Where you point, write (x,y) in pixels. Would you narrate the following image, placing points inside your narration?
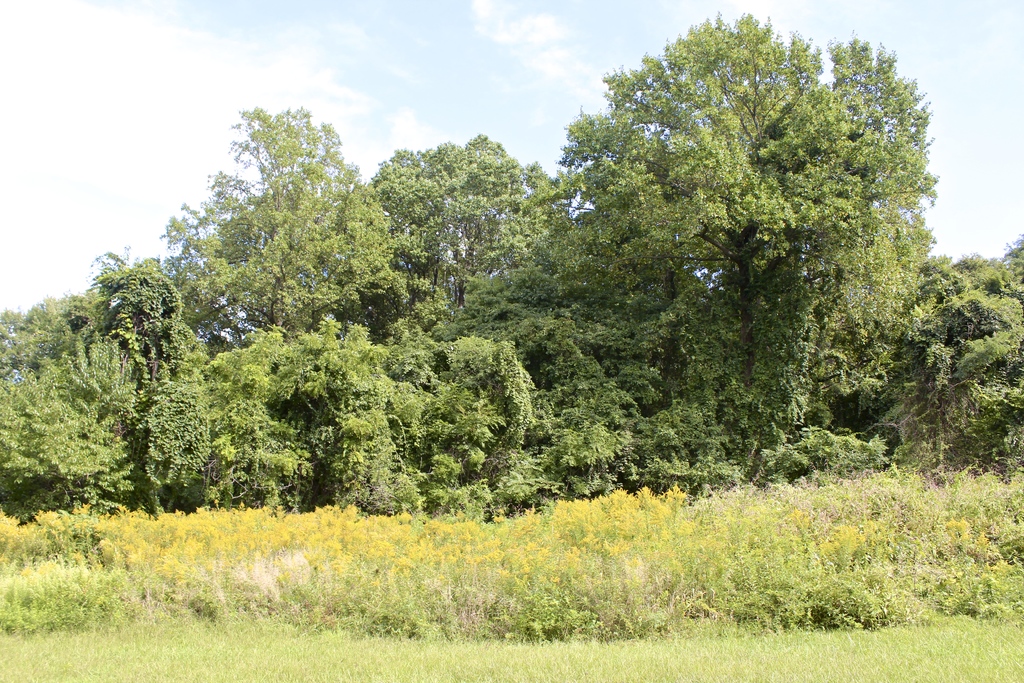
At the bottom of the image (955,633) there is grass (801,633). And also there are small plants (531,533). Behind them there are trees (370,356). At the top of the image (406,92) there is sky (608,57).
